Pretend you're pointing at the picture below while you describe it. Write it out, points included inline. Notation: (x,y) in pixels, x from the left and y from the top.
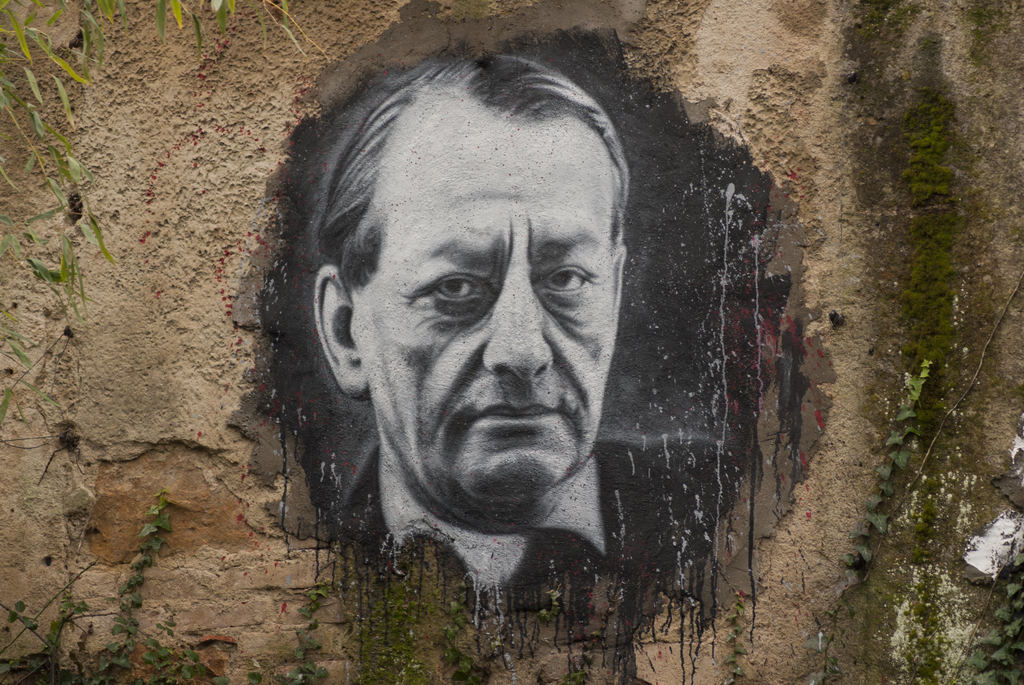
In this picture I can see the wall (228,375), on which I can see the depiction (337,219) of a man (413,242) and I can see the plants (49,657) near to the wall (627,684).
